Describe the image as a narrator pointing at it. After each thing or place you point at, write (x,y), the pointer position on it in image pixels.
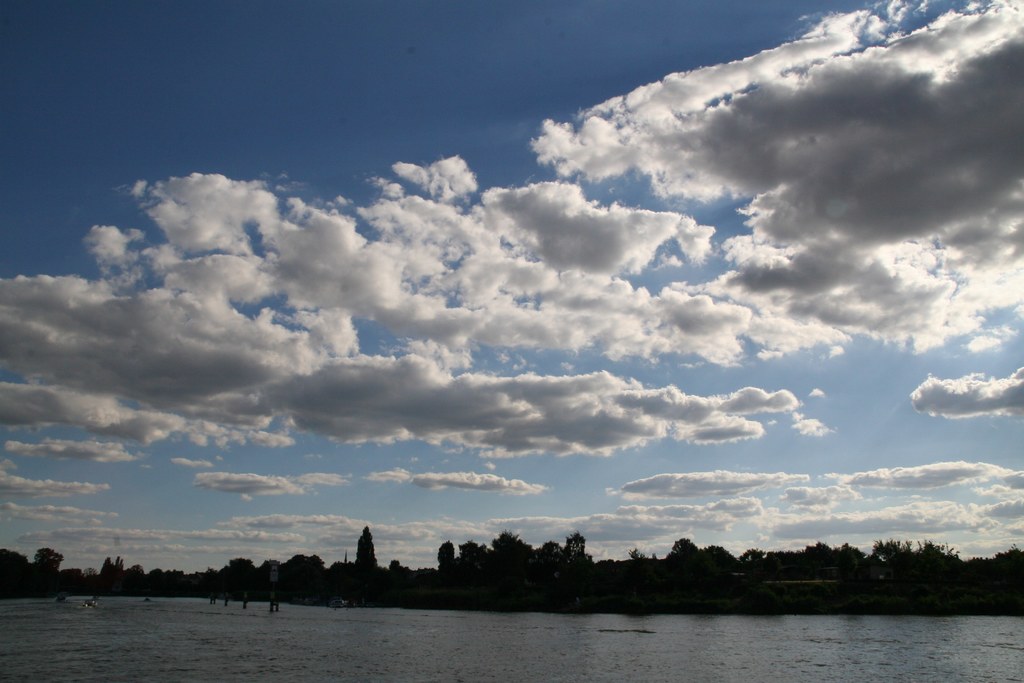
In this image we can see a water body (702,639), behind trees (248,581) are there. The sky (95,559) is in blue color with clouds (866,208).
